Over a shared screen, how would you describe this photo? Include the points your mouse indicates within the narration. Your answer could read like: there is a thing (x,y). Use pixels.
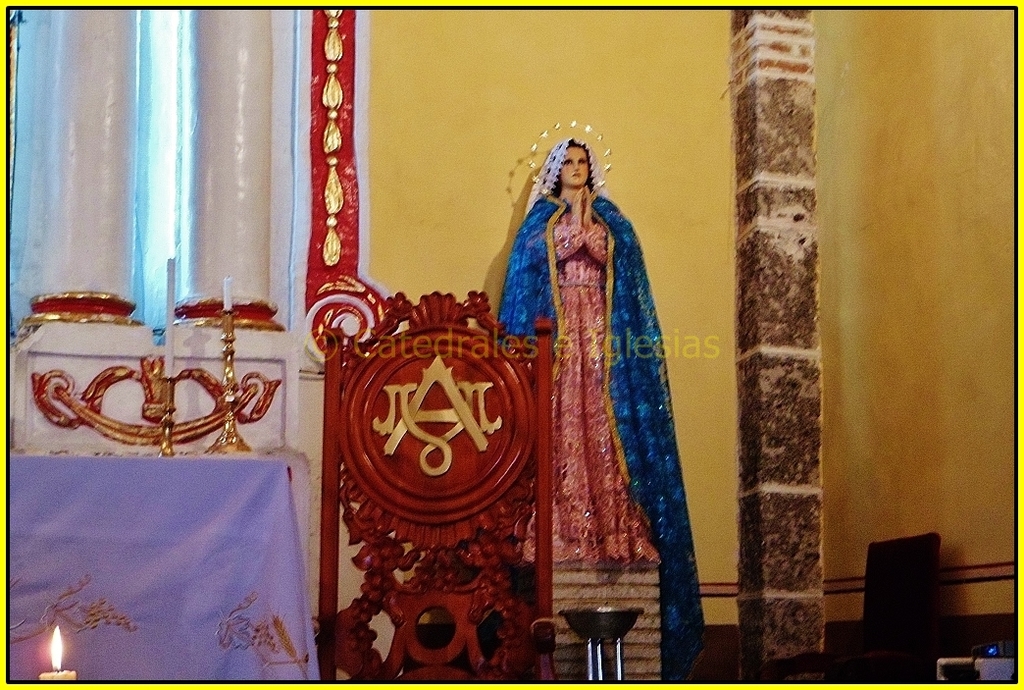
In this image I can see few candles (52,672) on the left side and in the centre (413,316) I can see a logo (485,416) on a brown colour thing (443,424). I can also see a sculpture (556,469) in the background (535,548) and near it I can see an object (621,618). I can also see a watermark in the centre of this image (669,351) and on the right side (920,587) I can see a chair (922,668).
